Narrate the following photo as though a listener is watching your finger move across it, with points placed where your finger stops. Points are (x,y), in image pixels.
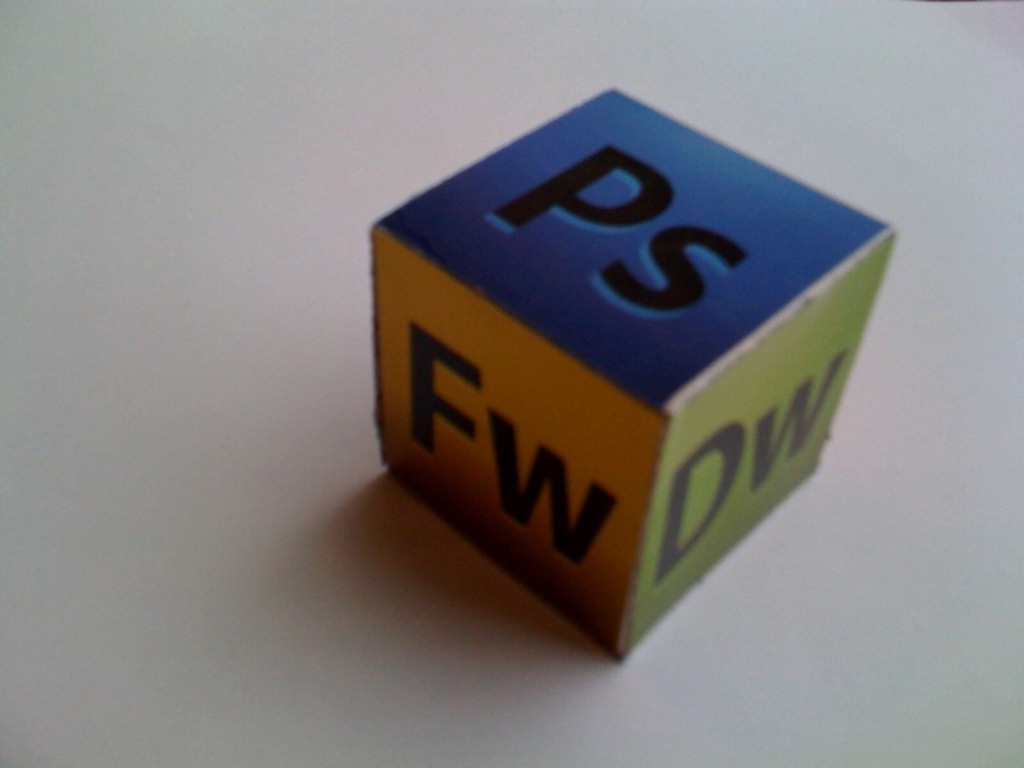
This is a zoomed in picture. In the center (394,257) there is a colorful box (659,272) placed on a white color object (877,456) and we can see the text (460,364) on the box (550,232).
